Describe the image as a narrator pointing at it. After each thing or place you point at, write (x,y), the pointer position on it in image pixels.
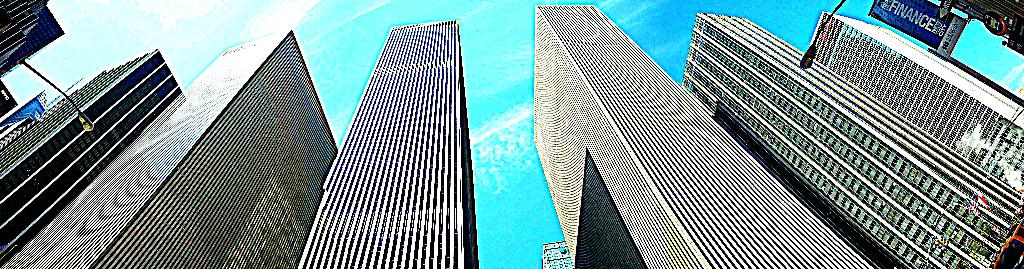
There are many buildings (333,152). On the sides there are street lights (88,116). On the right corner (932,19) there are some banners (925,16). In the background (501,58) there is sky (360,29).
